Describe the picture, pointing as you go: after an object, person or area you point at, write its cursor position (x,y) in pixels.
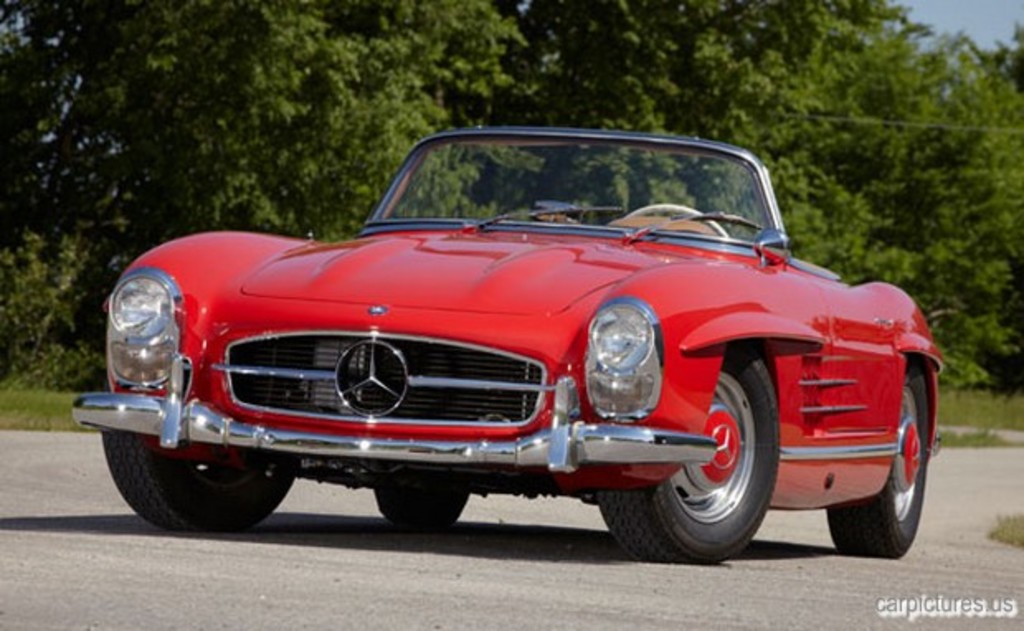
In this image we can see a car (711,420) on the road (595,529) and a few trees (703,126) and the sky (964,29) in the background (951,34).
